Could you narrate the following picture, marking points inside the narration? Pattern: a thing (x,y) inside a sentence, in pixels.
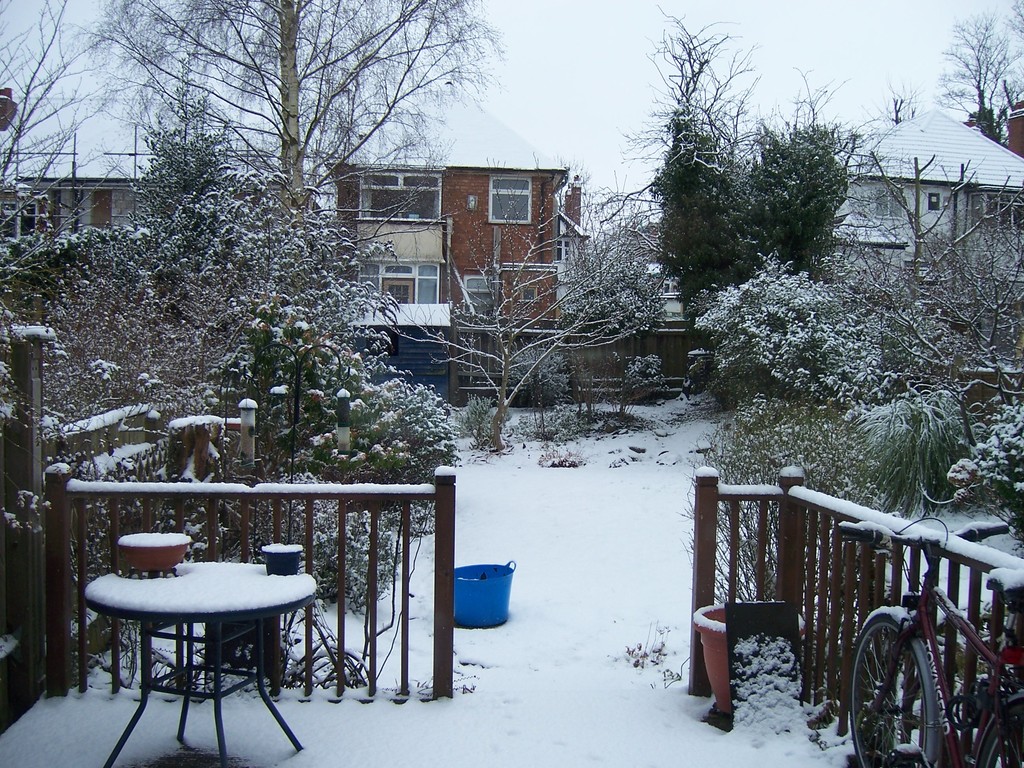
In this image in the front (903,613) there is a bicycle (929,668) and on the left side (182,621) there is a table (206,621), on the table (229,608) there is snow (234,598) and there are objects (276,564) which are red and blue in colour. In the center (370,388) there is a fence (446,527) and there are plants (813,464) and there is a bucket (488,602) which is blue in colour. In the background (493,250) there are trees (775,230), buildings (534,229) and there is snow (627,406) on the ground (519,418).
